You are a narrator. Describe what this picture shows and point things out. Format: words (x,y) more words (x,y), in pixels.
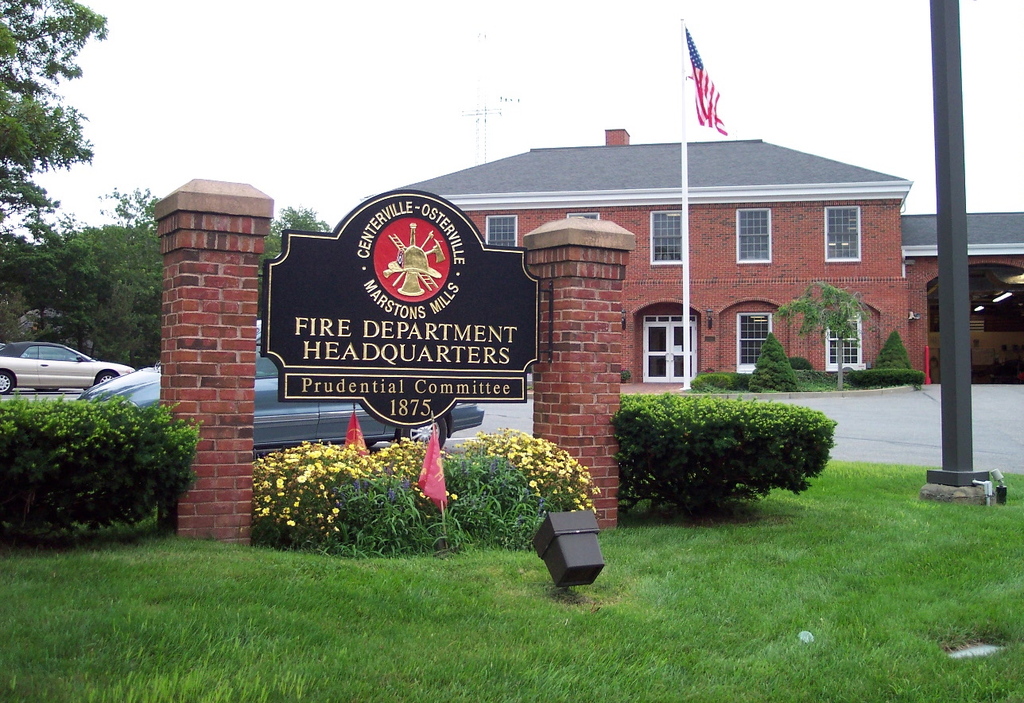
In this image, in the foreground (490,486) there are plants (365,475), flowers (405,483), flags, light (557,557), board (445,349), text (477,352), pole (966,302), grass (772,687). In the background (141,393) there are cars (337,403), houses (671,238), flagpole (685,217), trees (59,283), sky (404,125).
